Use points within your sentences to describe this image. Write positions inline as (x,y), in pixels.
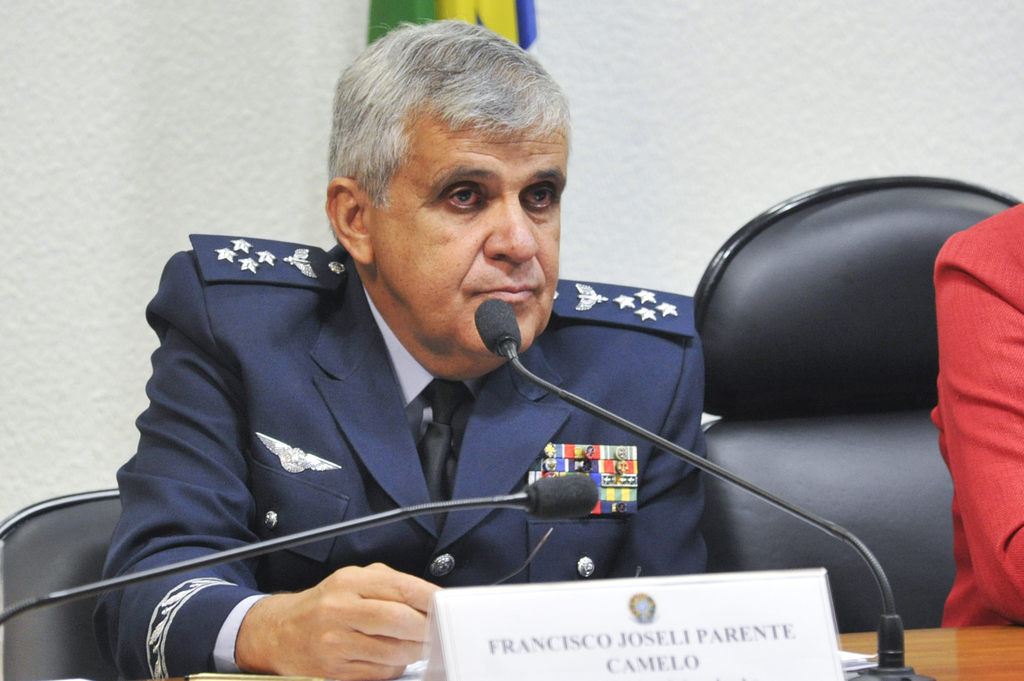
In this image there is one person (401,480) sitting on chair (86,555) and beside him there is another person (982,510). At the bottom (976,656) there is table (960,656), on the table (939,675) there are mikes (532,379) and name board (608,646). On the board (655,646) there is text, and in the background (69,92) there is wall (69,92) and flag (402,8).
